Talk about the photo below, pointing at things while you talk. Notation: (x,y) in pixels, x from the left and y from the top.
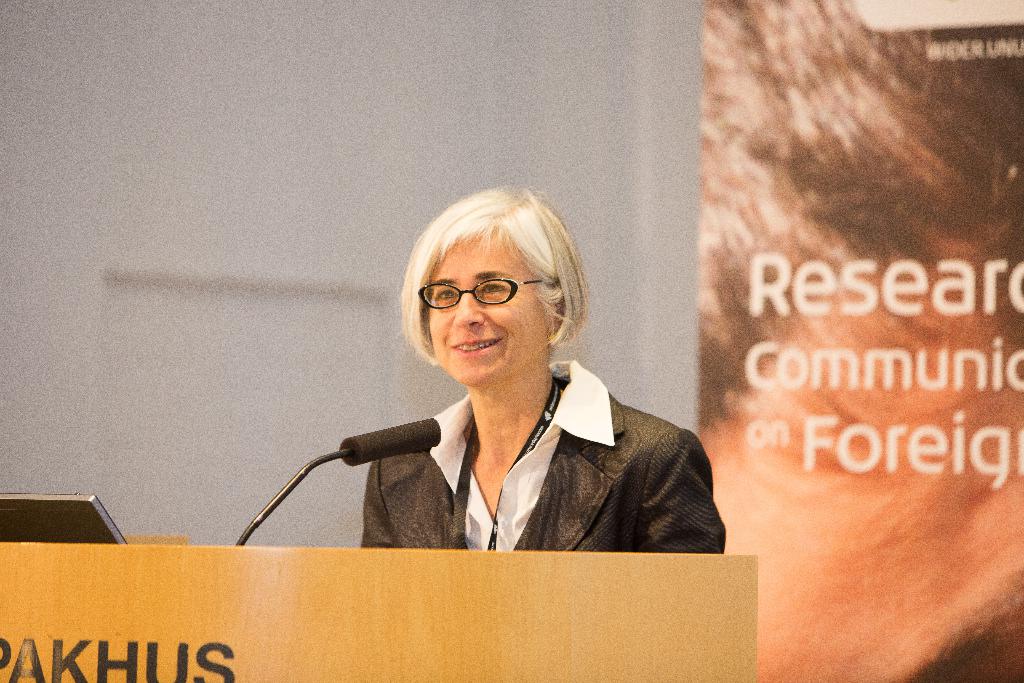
In this image I can see a person (520,440) standing wearing brown blazer (648,462), white shirt (537,470) and standing in front of the microphone (420,430). I can also see a laptop (82,521) on the podium (143,545), background (256,399) the wall (493,130) is in white color.
